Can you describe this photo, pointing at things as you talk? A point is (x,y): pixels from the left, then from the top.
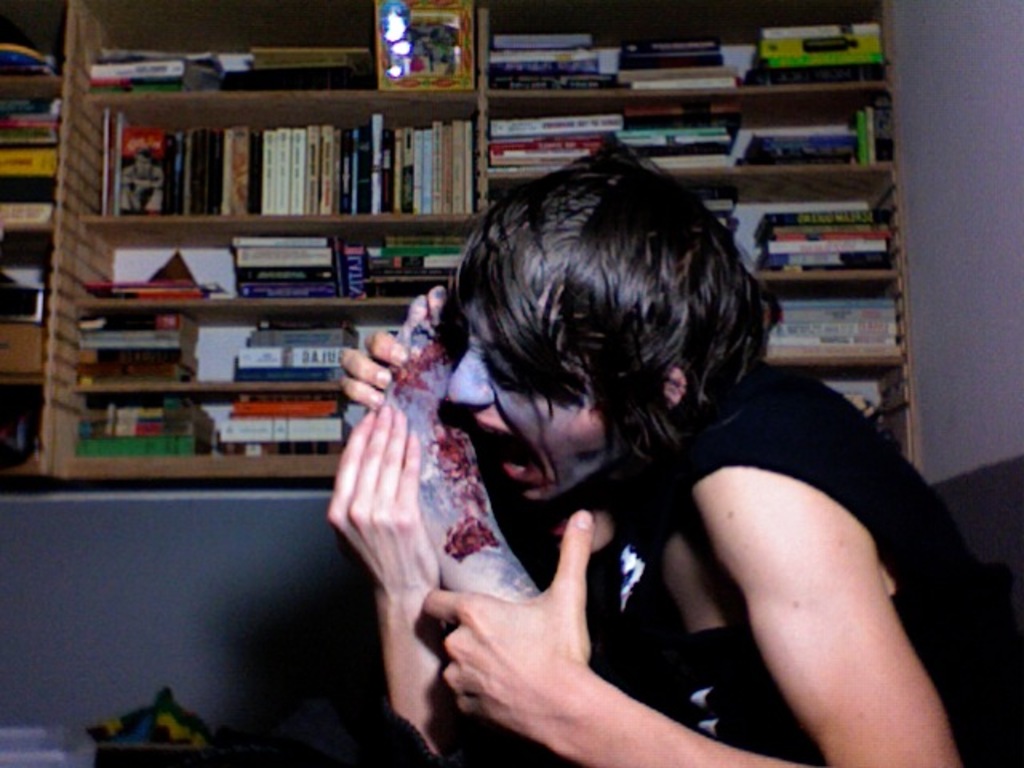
In the center of the image (477,312) there is a woman (702,725). In the background (669,116) we can see many books (697,137) arranged in shelves (746,153) and wall (961,173).
